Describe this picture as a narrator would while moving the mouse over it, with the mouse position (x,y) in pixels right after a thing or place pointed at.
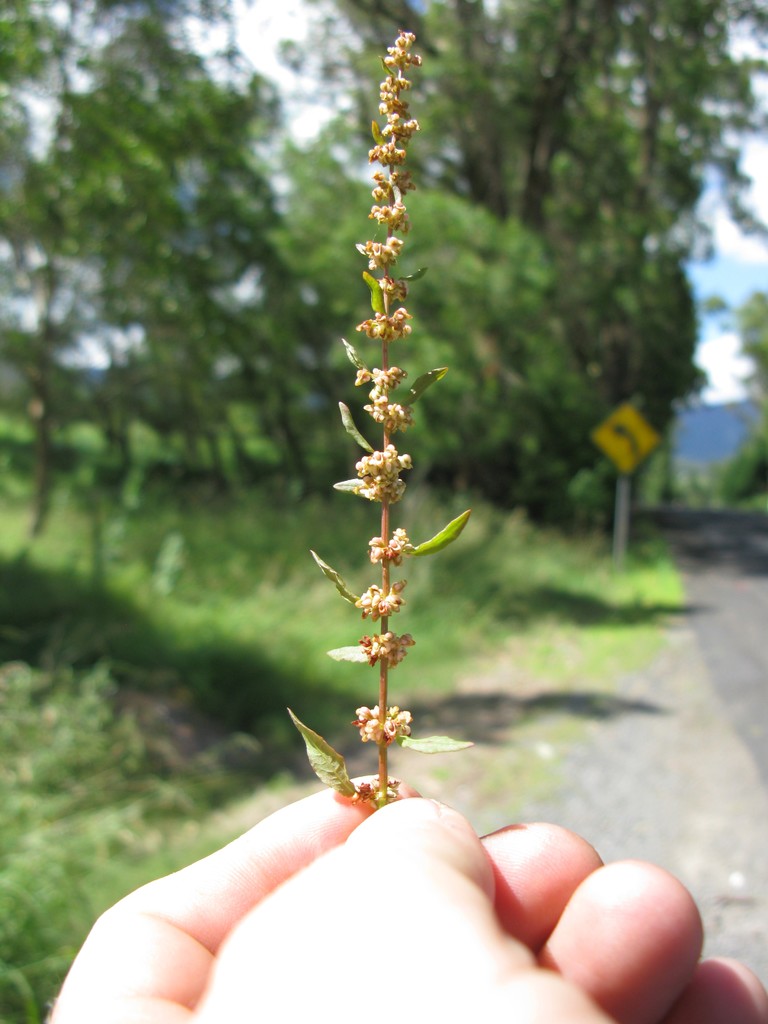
In this picture, we can see a person hand (378,934) holding a plant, we can see the blurred background (312,538), we can see ground (266,649) with grass (272,664), trees (343,310), road (670,533), sign board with pole (618,491) and the sky (761,242).
